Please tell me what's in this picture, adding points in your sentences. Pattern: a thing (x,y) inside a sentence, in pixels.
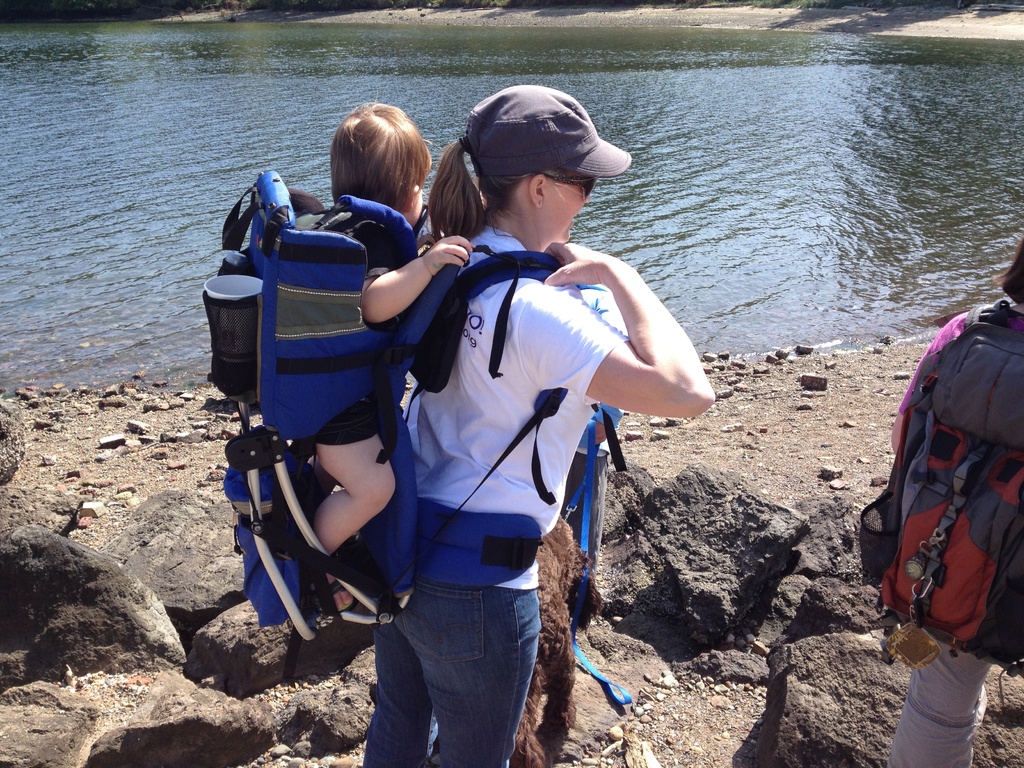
Woman (460,475) in white t-shirt (523,352) wearing brown cap (509,151) is carrying baby (359,170) on her back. Beside her, we see a dog (545,576) which is brown in color and in front of her, woman (954,333) in pink shirt (949,336) is wearing backpack (897,510) and on bottom of picture (661,581), we see many rocks (194,627) and on background (736,172), we see water (713,125) in lake (200,167).
